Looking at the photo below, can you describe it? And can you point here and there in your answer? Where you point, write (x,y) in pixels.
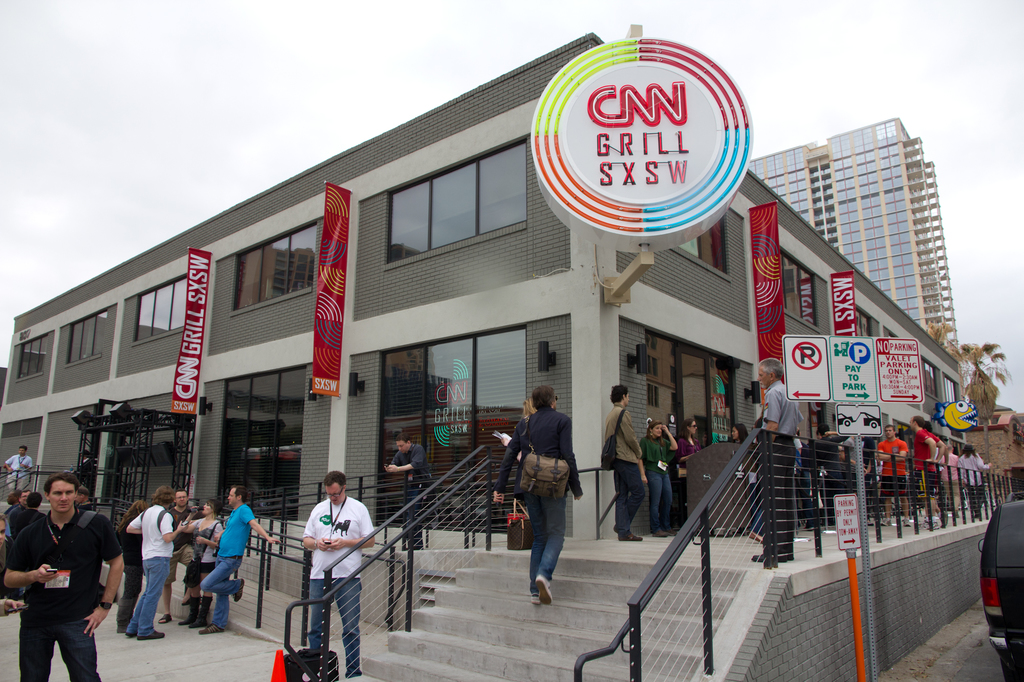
In this image I see 2 buildings (452,152) on this building (422,303) I see the banners (331,393) and a board (695,113) over here and I see that there are words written on it and I see few more boards (881,354) on which there are words (890,383) and signs (820,369) on it and I see number of people (568,430) and I see the steps (519,575) over here and I see a vehicle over here. In the background (1018,375) I see the trees (984,413) and the sky (433,59).
